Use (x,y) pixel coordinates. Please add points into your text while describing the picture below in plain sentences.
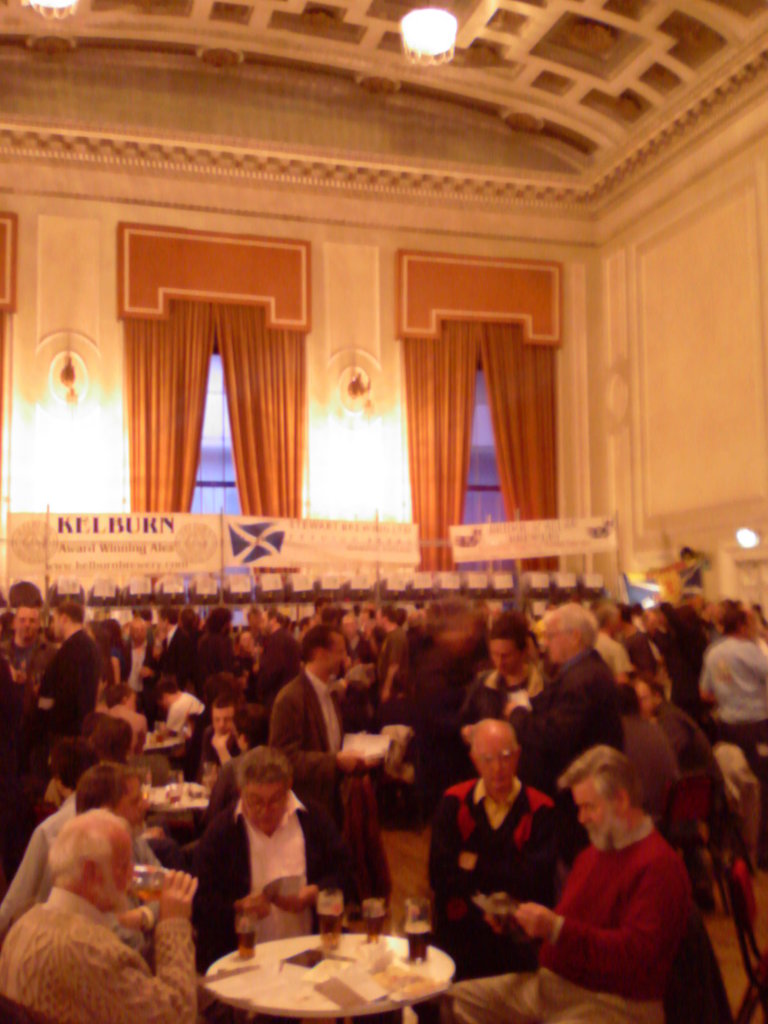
Here there is building (340,299) two windows (478,389) and curtains (283,402), people (640,709) are sitting on the chair (692,943) near the table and on the table (355,948) there is glass (325,938) and some papers (364,965) are present here there are posters (317,558).
